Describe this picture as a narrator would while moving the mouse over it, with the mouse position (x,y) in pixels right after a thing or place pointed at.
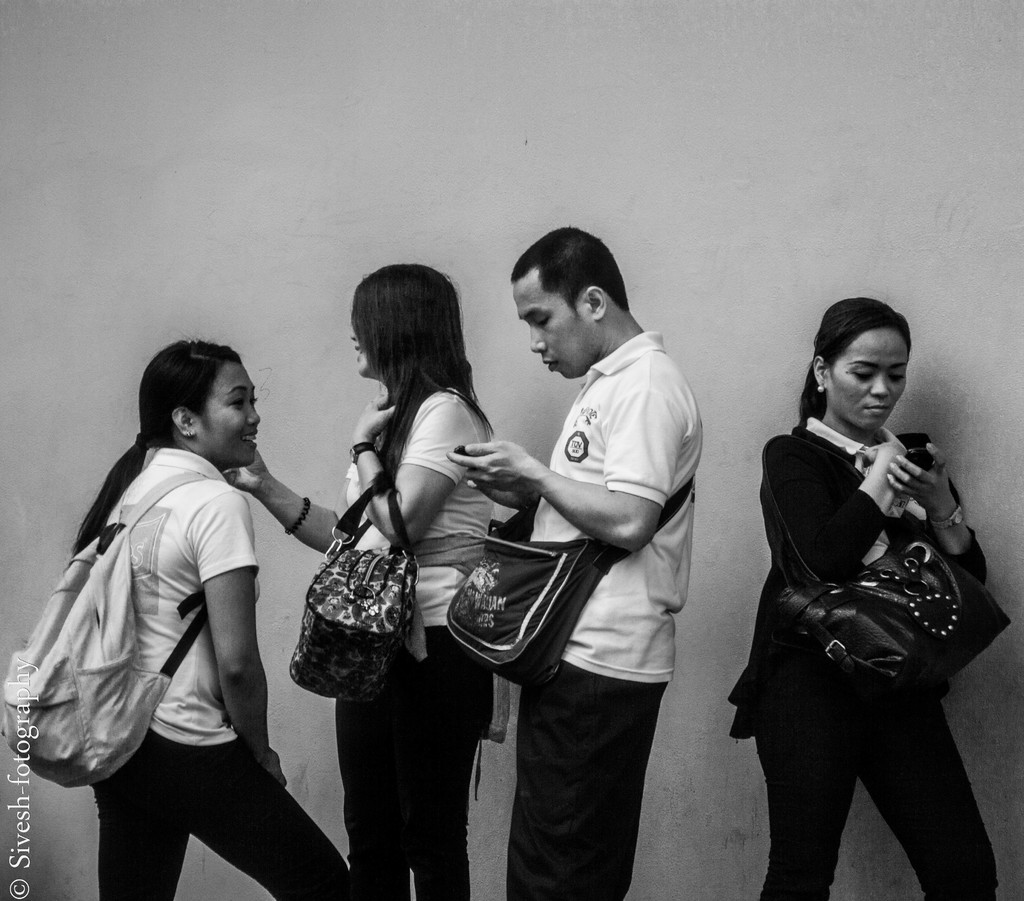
In this image we can see four people (138,569) are standing and holding a bags (511,607) in their hands (498,466). This two persons (801,653) are holding a mobile phone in their hands (511,471).
